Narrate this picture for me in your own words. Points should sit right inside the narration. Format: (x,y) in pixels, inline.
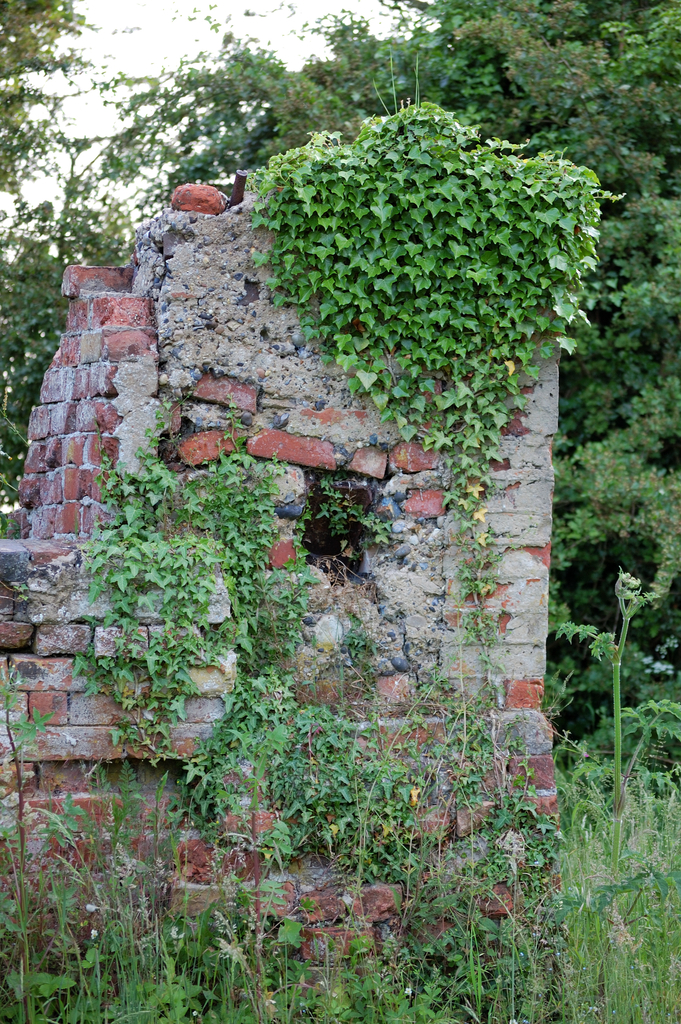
This image is taken outdoors. In the middle of the image (258,434) there is a brick wall (155,793). There are a few creepers (378,209) on the wall (361,186). In the background (210,168) there are many trees (599,492) and plants (590,598) with leaves (601,274), stems (384,102) and branches (318,64). At the bottom of the image (169,1006) there are a few plants (584,842).
